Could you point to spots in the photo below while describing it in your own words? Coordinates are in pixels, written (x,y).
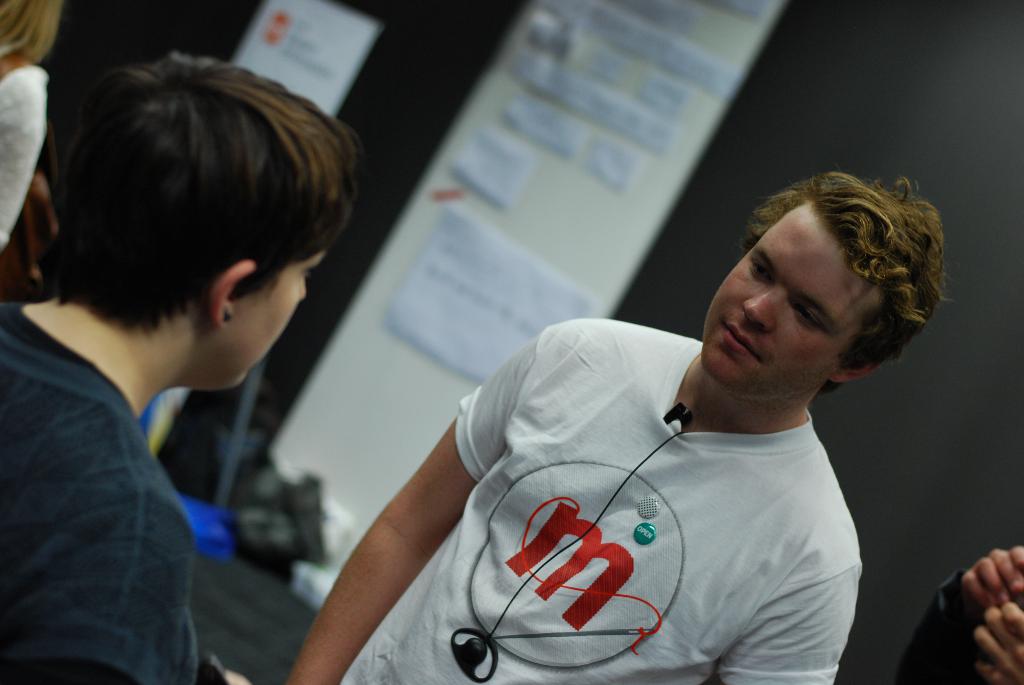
In this image we can see few people (539,588). There are many objects (243,525) on the ground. There are few posts (648,79) on an object (515,225). There is an advertising banner (321,39) in the image.
